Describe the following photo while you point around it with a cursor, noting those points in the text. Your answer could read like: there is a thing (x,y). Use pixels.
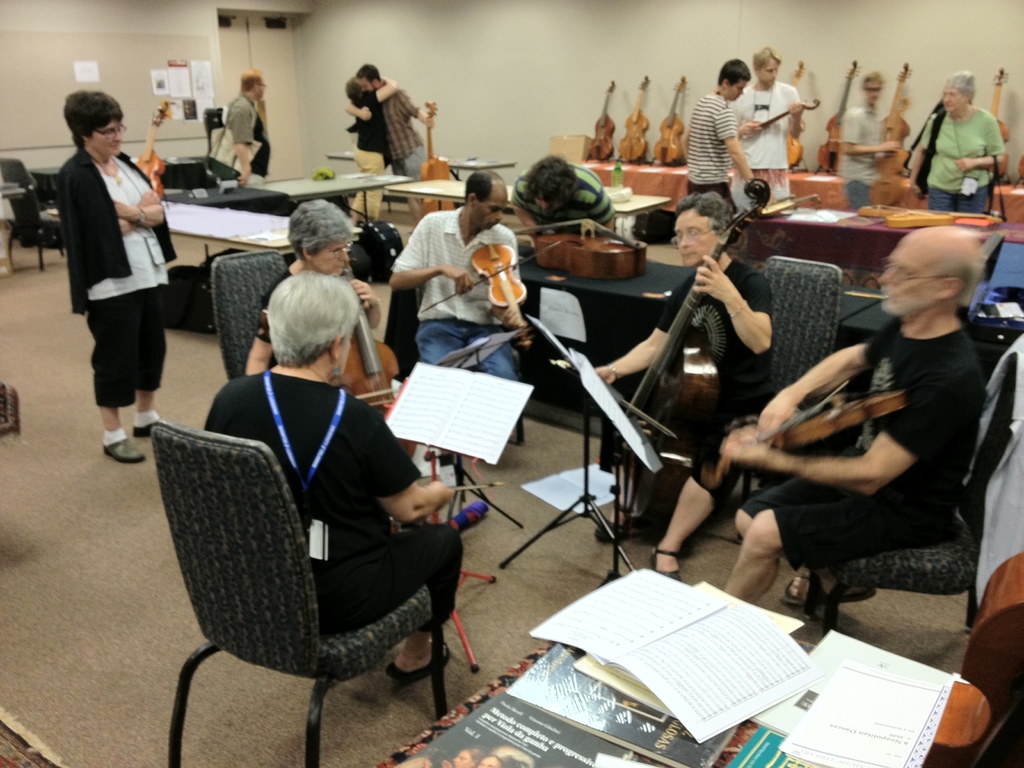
This image is taken indoors. In the background (297,93) there is a wall (339,75) and there is a door (273,82). There are few papers (181,95) stick on the wall (132,64). At the bottom of the image (631,711) there is a table (694,728) with many books (672,721) on it. In the middle of the image (567,337) there are many tables (256,233) with many things (928,214) on them. There are few empty chairs (36,186). There are many musical instruments (664,134) on the tables (443,186). A few people (347,434) are sitting on the chairs (941,519) and playing music with musical instruments (675,316) and a few (390,127) are standing.
